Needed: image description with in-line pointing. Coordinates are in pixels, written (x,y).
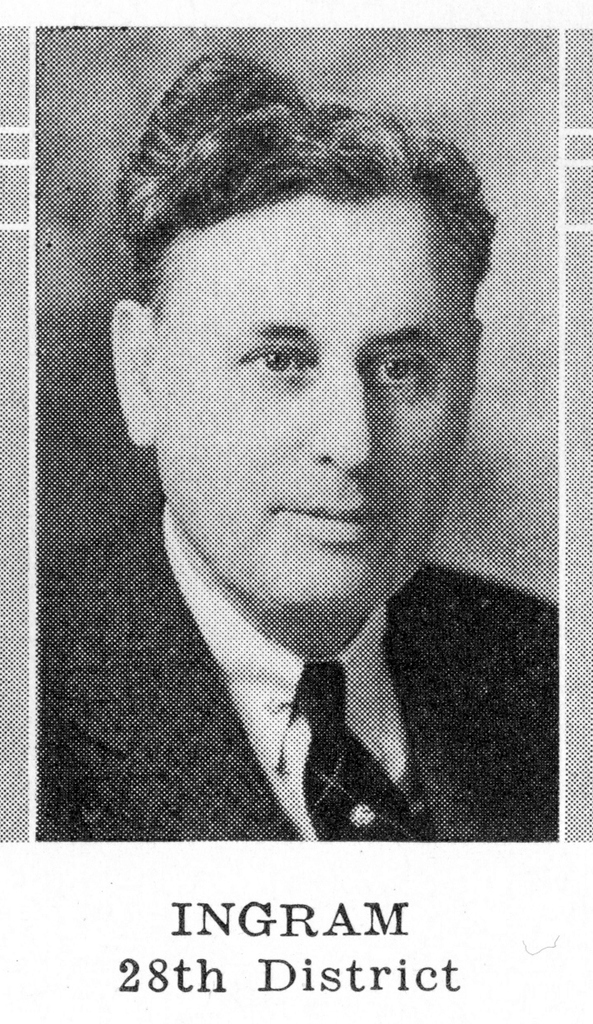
This is a black and white image of a person (273,572). At the bottom (215,983) something is written.
